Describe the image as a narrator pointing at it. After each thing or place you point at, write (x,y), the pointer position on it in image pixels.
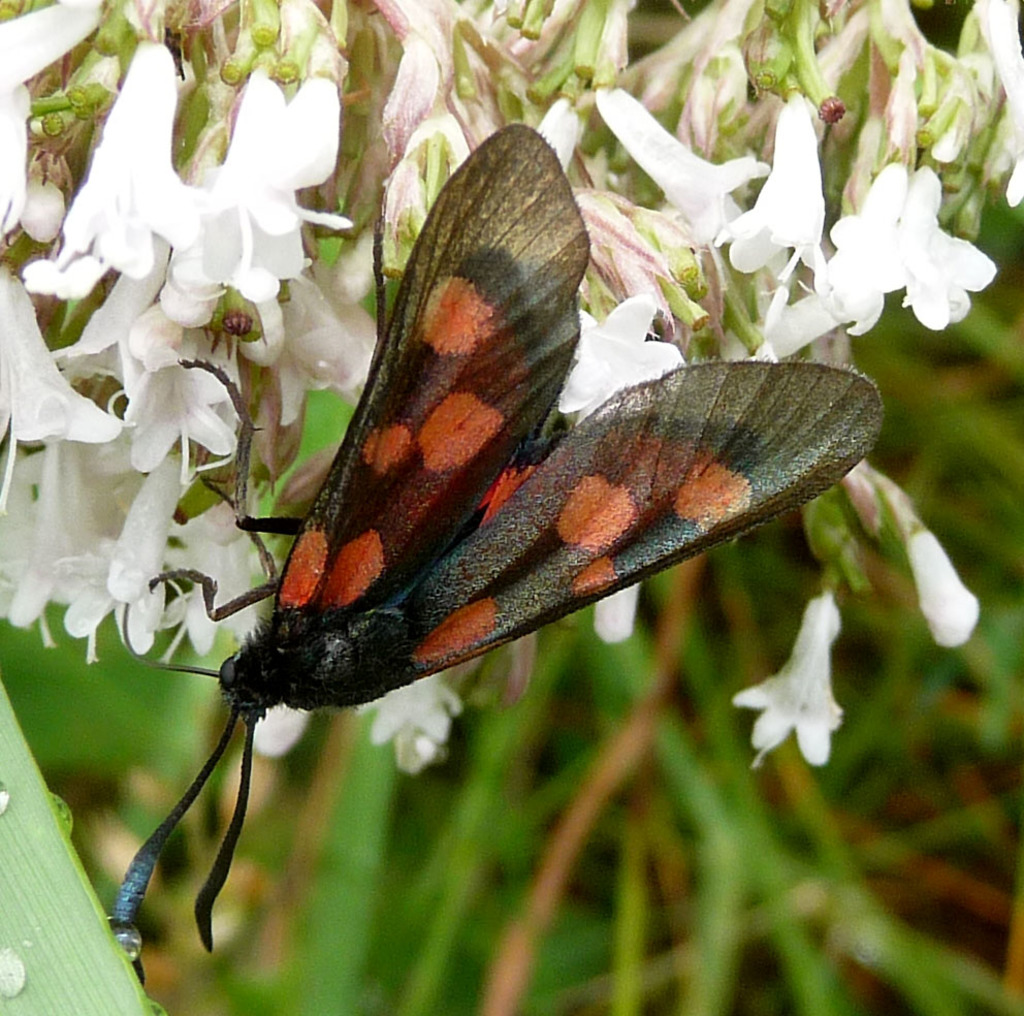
In this image we can see moth (441,532) on a flower (269,279).
